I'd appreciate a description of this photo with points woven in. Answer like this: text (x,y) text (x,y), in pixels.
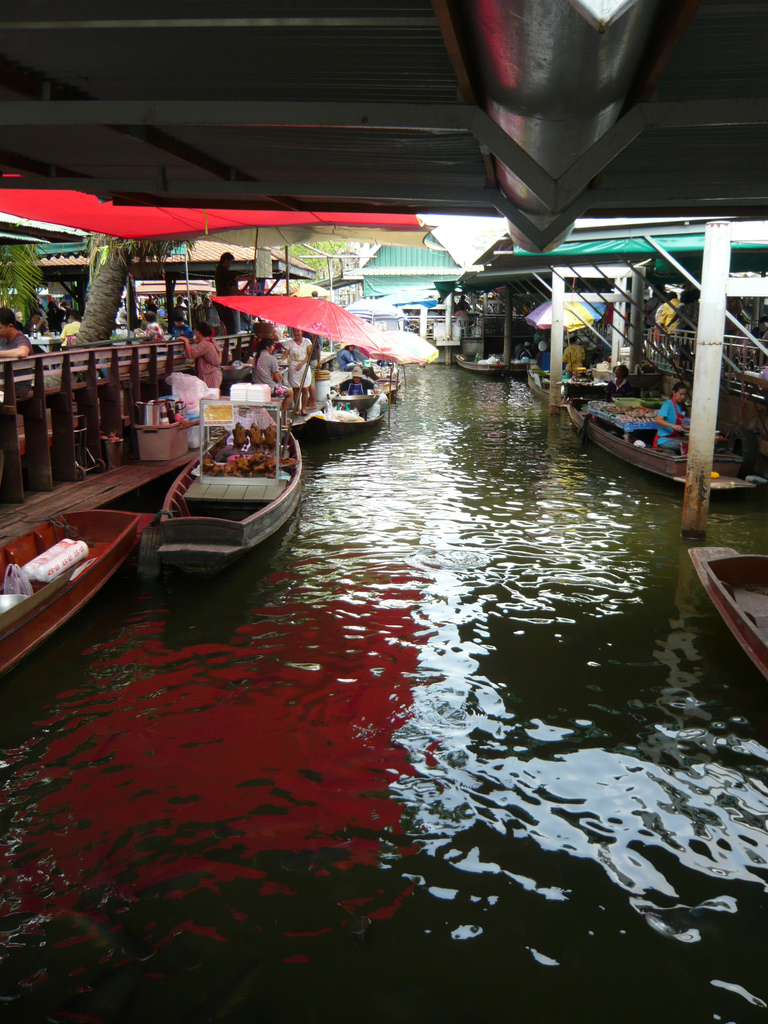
In this picture there are people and we can see boats (729,589) above the water (497,464), pipes (716,299), glass box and objects (74,444). We can see sheds (401,269) and tree trunk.
